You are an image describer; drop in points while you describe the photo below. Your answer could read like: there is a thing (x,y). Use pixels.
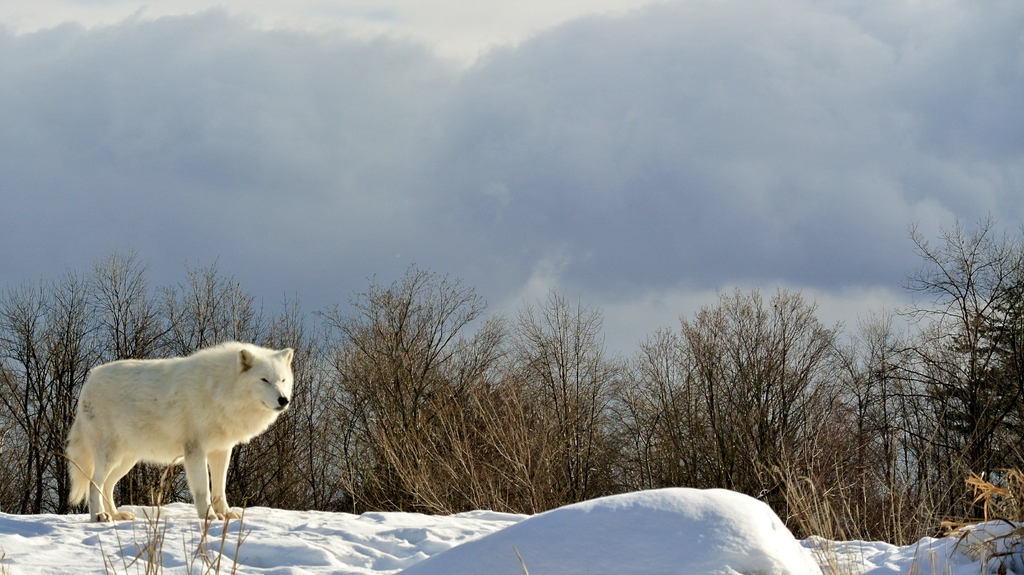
In the picture I can see a wolf (182,421) on the left side (158,421). I can see the snow (634,507) at the bottom of the image (604,555). In the background (502,444), I can see the trees (502,444). The sky (463,230) is cloudy.
